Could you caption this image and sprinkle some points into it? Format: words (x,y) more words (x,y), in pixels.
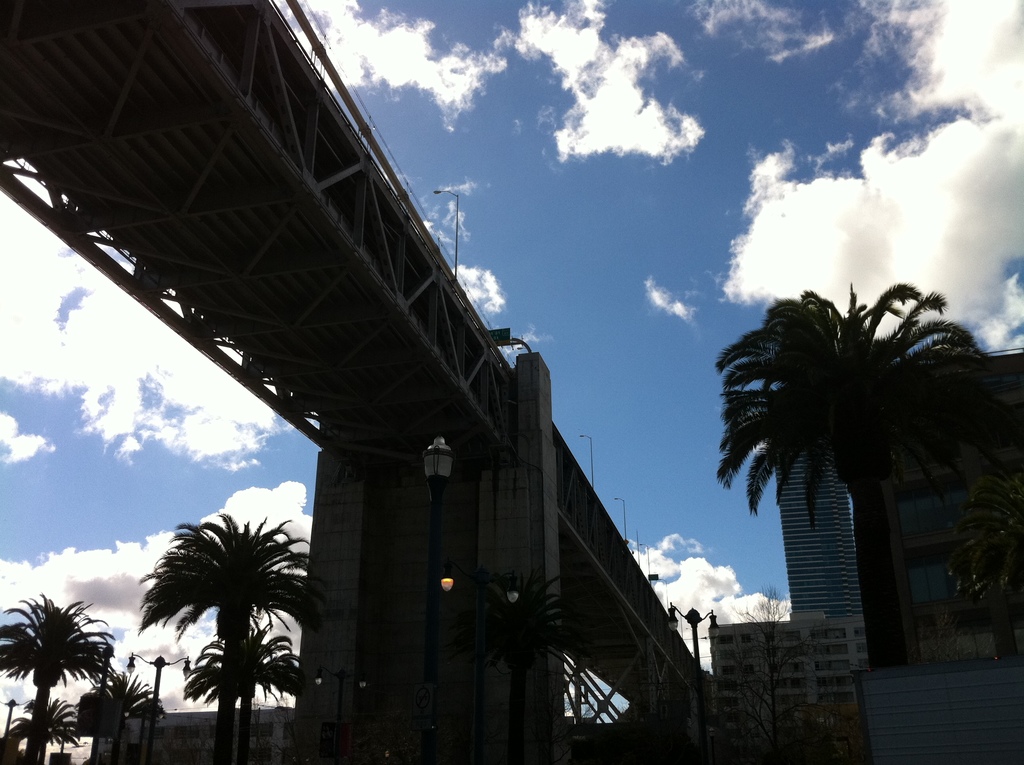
In the image there is a bridge (509,500) in the middle (413,491) with trees (231,645) and lights (440,450) below it on either sides followed by buildings (823,595) in the background (855,600) on the right side (802,631) and above its sky (656,191) with clouds (848,180).
